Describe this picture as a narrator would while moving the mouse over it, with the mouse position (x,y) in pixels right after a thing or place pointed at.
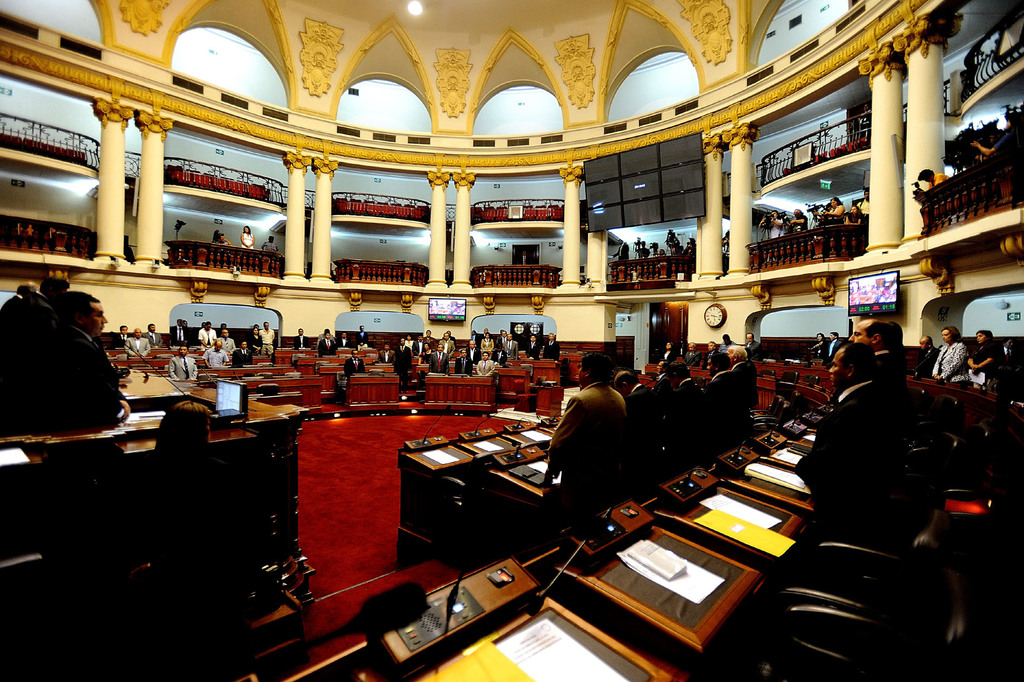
In the foreground of this image (715,523), there are people (630,410) standing at the desks (666,494) where we can see chairs (878,597), tables (660,595) on which there are pages (553,660), files (503,679) and mics (797,420). On the left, there is a screen (246,409) on the desk (244,425). In the background (506,346), there are people (343,337) standing near desk (528,390), a clock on the wall (738,302) and also few screens (854,302). We can also see railing (550,268), pillars (572,281), arches (547,61), few lights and a screen (662,181) to the pillars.
